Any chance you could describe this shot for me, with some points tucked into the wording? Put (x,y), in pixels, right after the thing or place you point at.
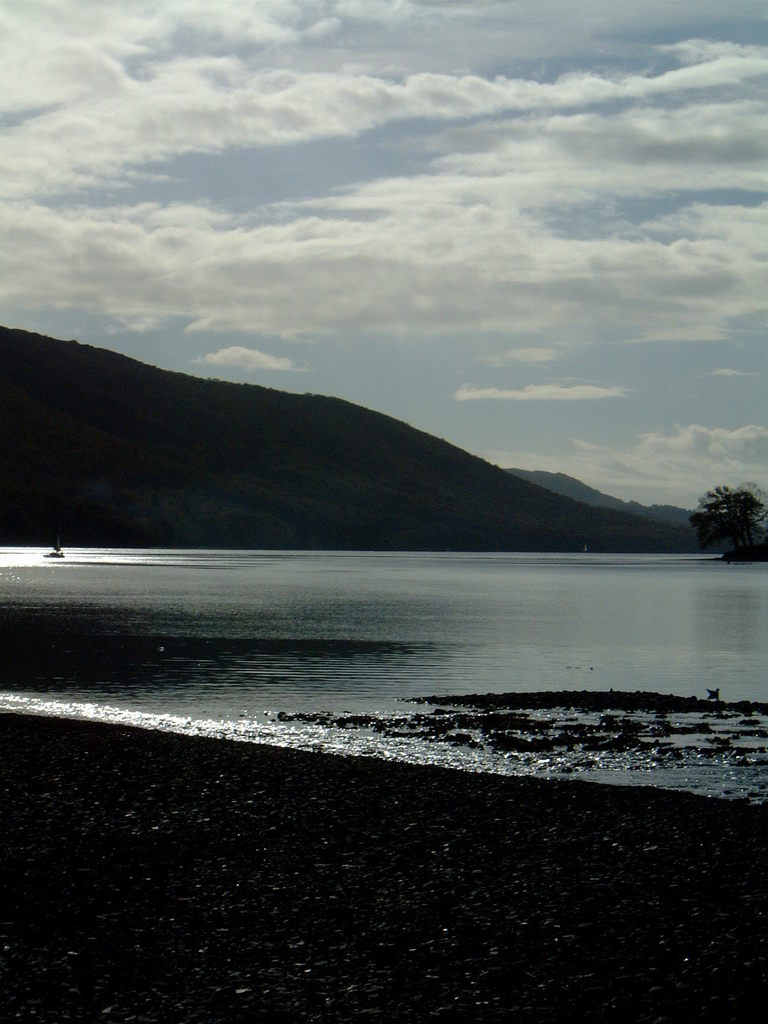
We can see water (297,629). In the background (311,541) we can see tree (725,535), hills (675,540) and sky (367,326) with clouds (464,391).
